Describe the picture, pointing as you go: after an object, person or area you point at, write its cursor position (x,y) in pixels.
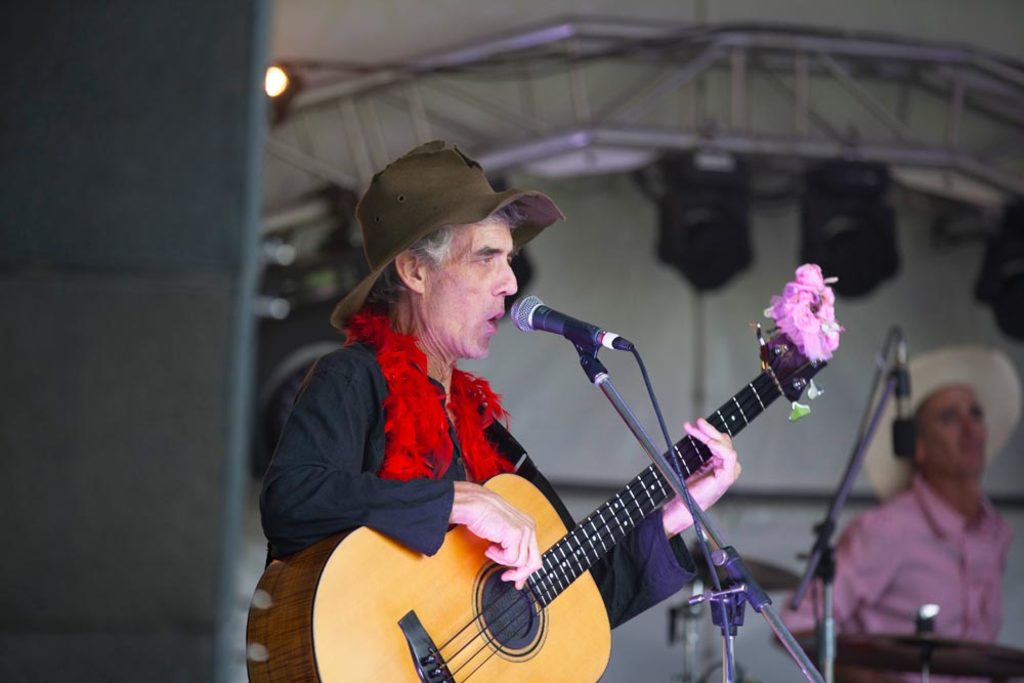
The two persons (481,448) are standing on a stage (646,235). On the left side (335,377) we have a black color shirt person (405,455). He is holding a guitar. He is playing a guitar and he is singing a song. He is wearing a cap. On the right side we have a another person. He is wearing a hat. We can see in background (557,189) curtain (557,189) and musical instruments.
